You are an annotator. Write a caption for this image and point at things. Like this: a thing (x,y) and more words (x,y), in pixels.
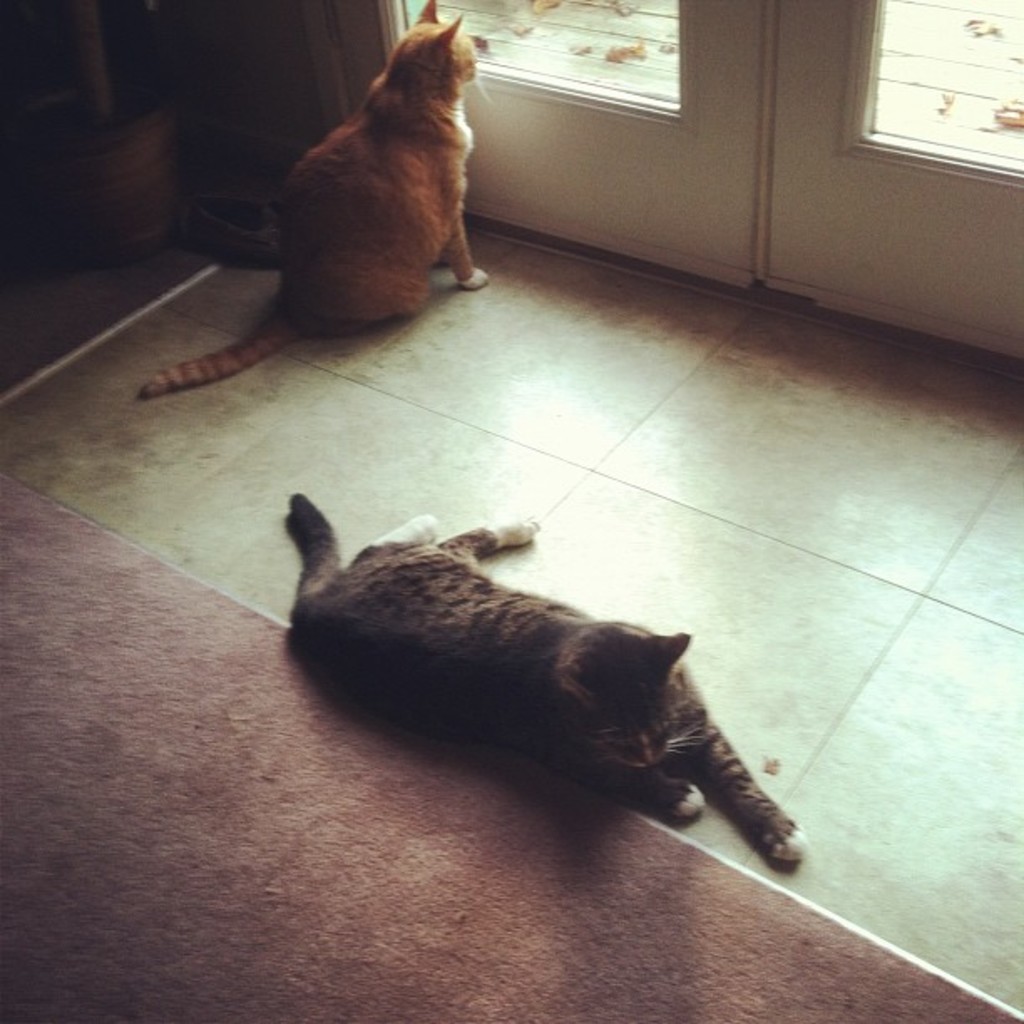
In this image I can see two cats (439,608). They are in black, white and brown color. I can see a white color door (724,169) and floor mat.
